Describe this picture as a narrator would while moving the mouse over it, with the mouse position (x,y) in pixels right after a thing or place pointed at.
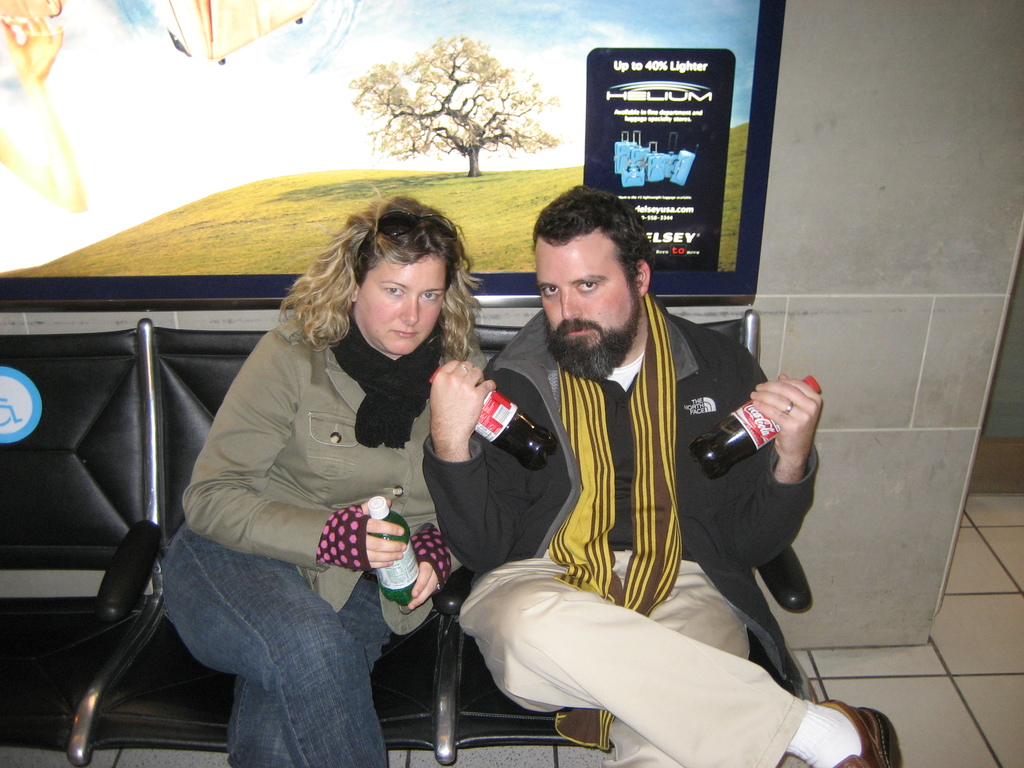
In this image we can see a man (438,467) and woman (398,454) are sitting on a black color chair (105,722). Man (643,554) is wearing black color coat (721,494) with cream pant (655,679) and holding coca cola bottle (712,443) in his hands (772,412). Woman (292,426) is wearing light brown color coat (278,467) with jeans (320,603) and holding bottle (411,571) in her hand (383,548). Behind the wall (881,284) is there and one poster (606,124) is attached to the wall (990,42).
